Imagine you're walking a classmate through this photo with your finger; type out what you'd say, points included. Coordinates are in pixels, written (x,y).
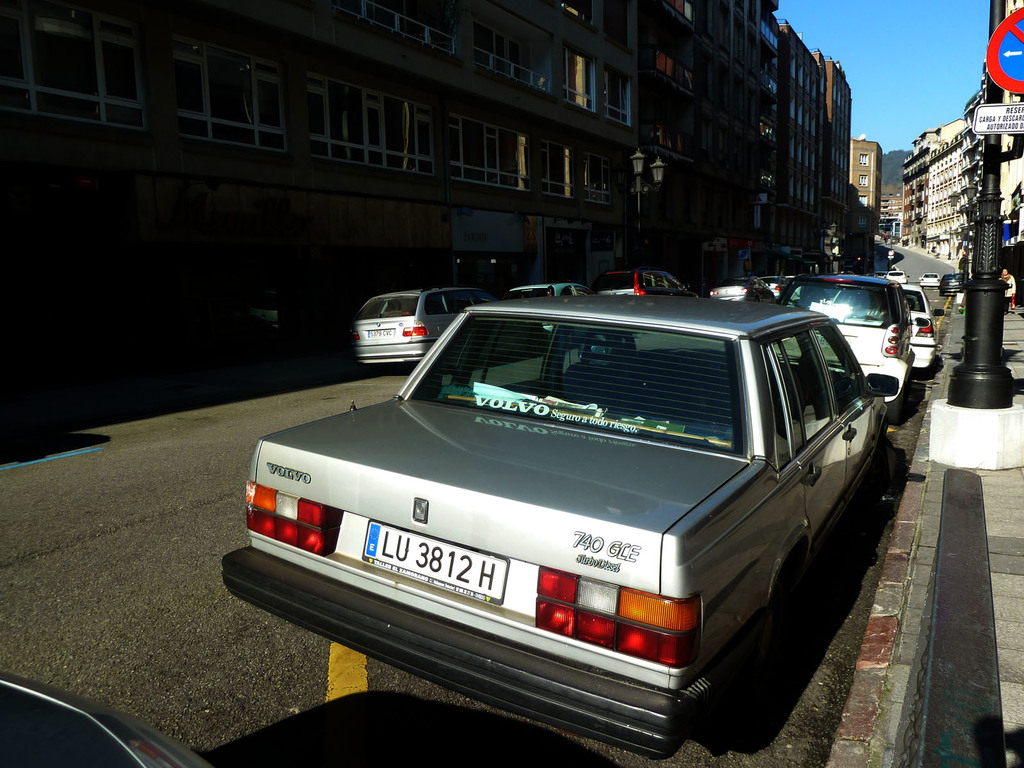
In this image in the center (448,387) there are some vehicles (547,374), and on the right side (956,168) and left side (334,153) there are buildings (812,112), poles (972,343), boards (976,118). And in the background (884,172) there are mountains (893,180), at the bottom (151,675) there is road (190,600) and footpath (891,675).
